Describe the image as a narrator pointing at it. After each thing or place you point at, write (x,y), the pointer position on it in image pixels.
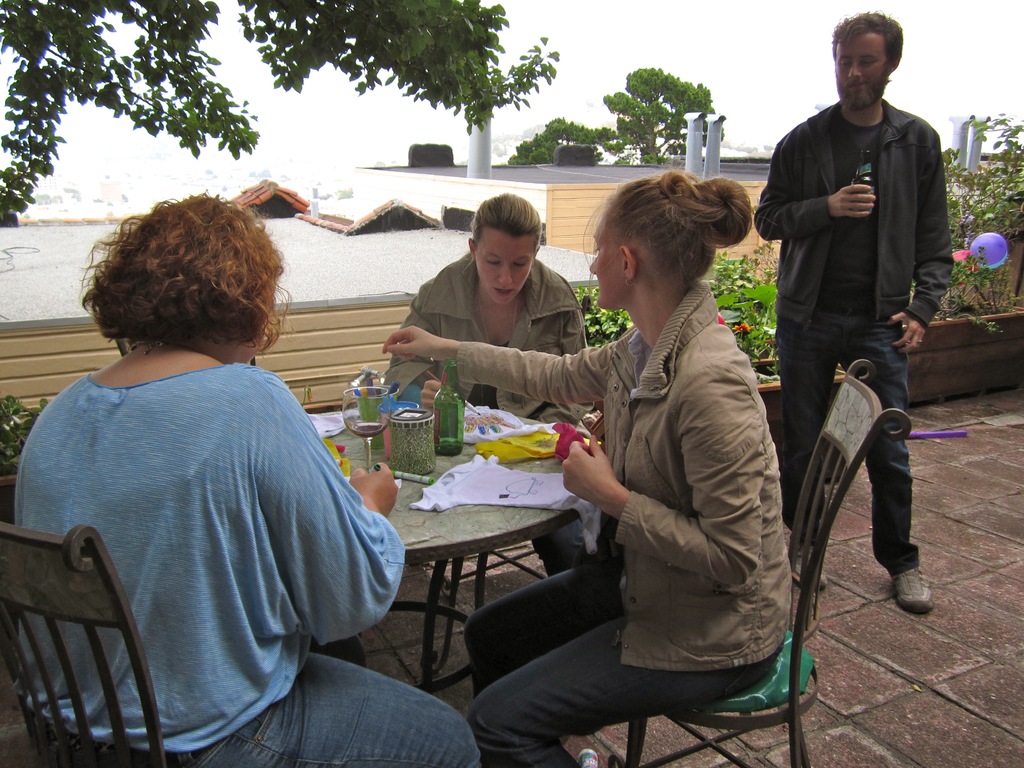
In this image three women (475,346) are sitting on the chair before a table (416,545). Person (907,261) at the right side (898,245) is standing and holding a bottle (855,181). On table (549,462) there is a bottle (450,362), glass (360,398) and few clothes (466,464) on it. At the back of them there are few plants (643,77), leaves (519,106) and sky (708,46).
